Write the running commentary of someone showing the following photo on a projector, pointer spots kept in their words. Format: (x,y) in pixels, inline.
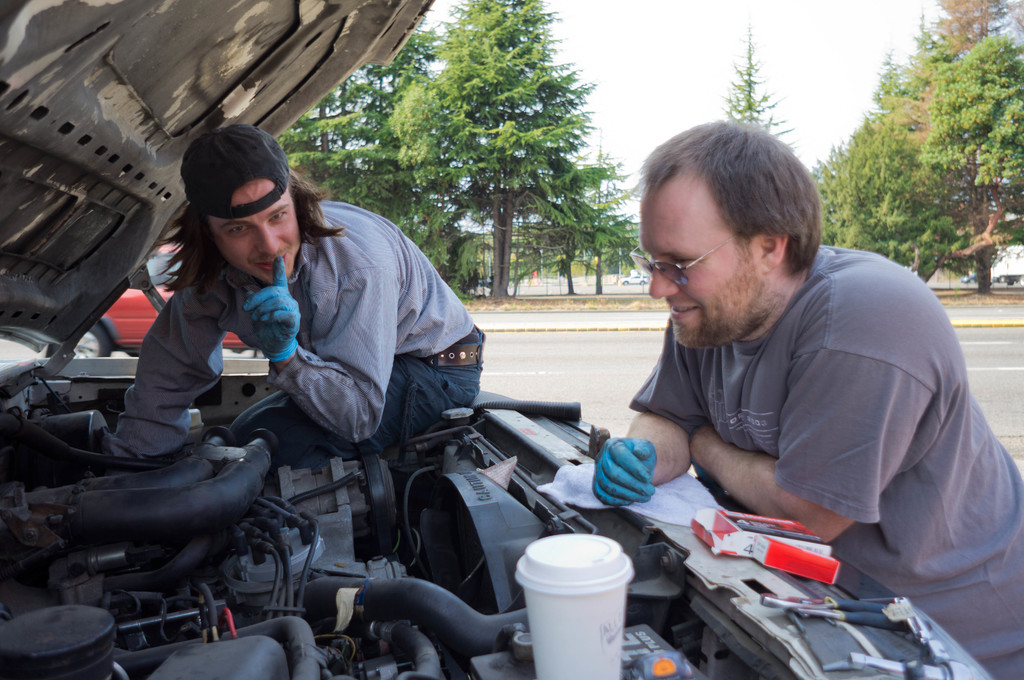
In this image there is a person (324,390) sitting on the bonnet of the car (265,390) is fixing the car engine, beside him there is another person (682,475) standing in front of the car (687,528), there is a cup (620,645) and a few tools (855,605) on the bonnet (871,637) of the car (549,530), behind them there is a car (142,306) passing on the road (502,354), in the background of the image (553,269) there are trees (914,190).
